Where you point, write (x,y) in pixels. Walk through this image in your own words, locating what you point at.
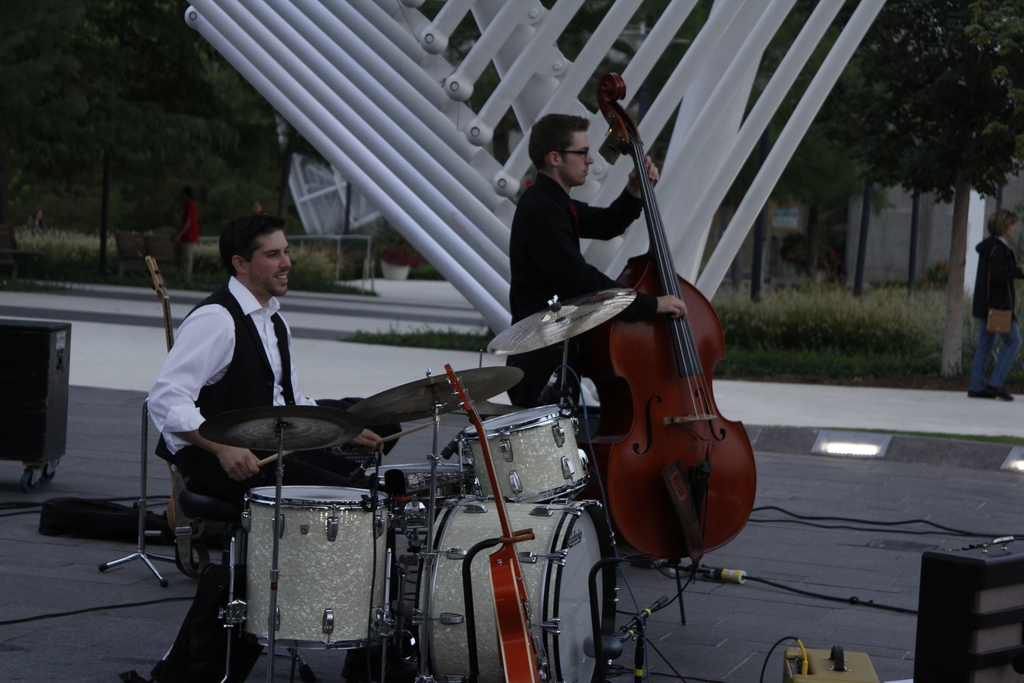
There are two men (198,332). To the left side (224,367) there is a men (221,347) with white shirt (217,343) and black jacket (243,381) is sitting and playing drums (348,417). And a man (544,242) with black jacket (563,230) is standing and playing double bass (671,372). To the left side (65,374) there is a speaker (24,428). And in the background (172,168) there are some trees (879,162) and to the right (993,285) there is a person (995,266) standing on the road (824,385).
